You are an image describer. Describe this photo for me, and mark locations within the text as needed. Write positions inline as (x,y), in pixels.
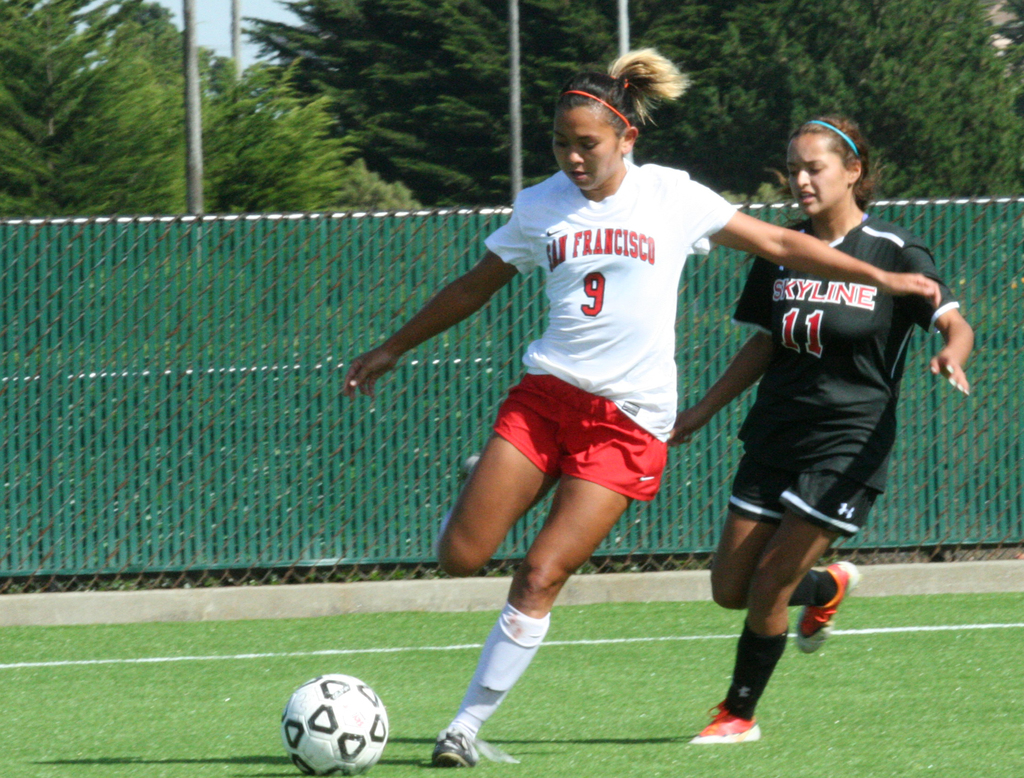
These two people (503,429) are running. On the ground (383,691) there is a ball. Background (983,128) there is a fence (378,344) and trees (372,173). These are poles (511,44).
